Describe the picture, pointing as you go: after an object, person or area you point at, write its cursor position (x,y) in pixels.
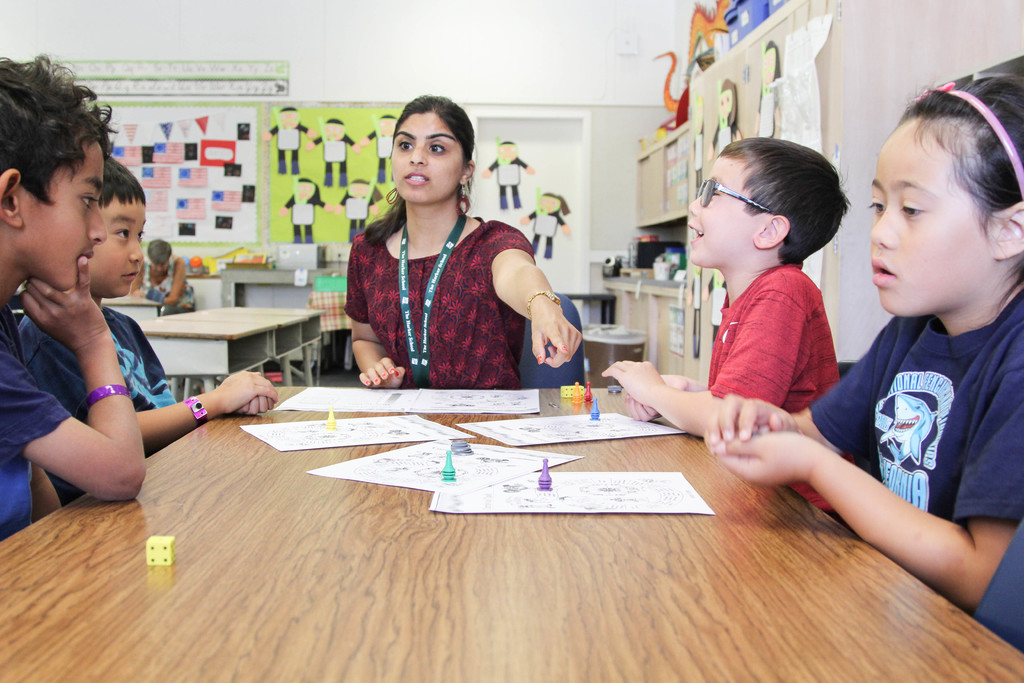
This picture shows few kids (729,304) seated on the chairs (526,345) and we see a woman (434,279). She wore a id card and we see paper (508,408) and dice (164,536) on the table (252,560) and we see few posters (280,154) on the wall (375,155) and a woman (180,275) seated.
